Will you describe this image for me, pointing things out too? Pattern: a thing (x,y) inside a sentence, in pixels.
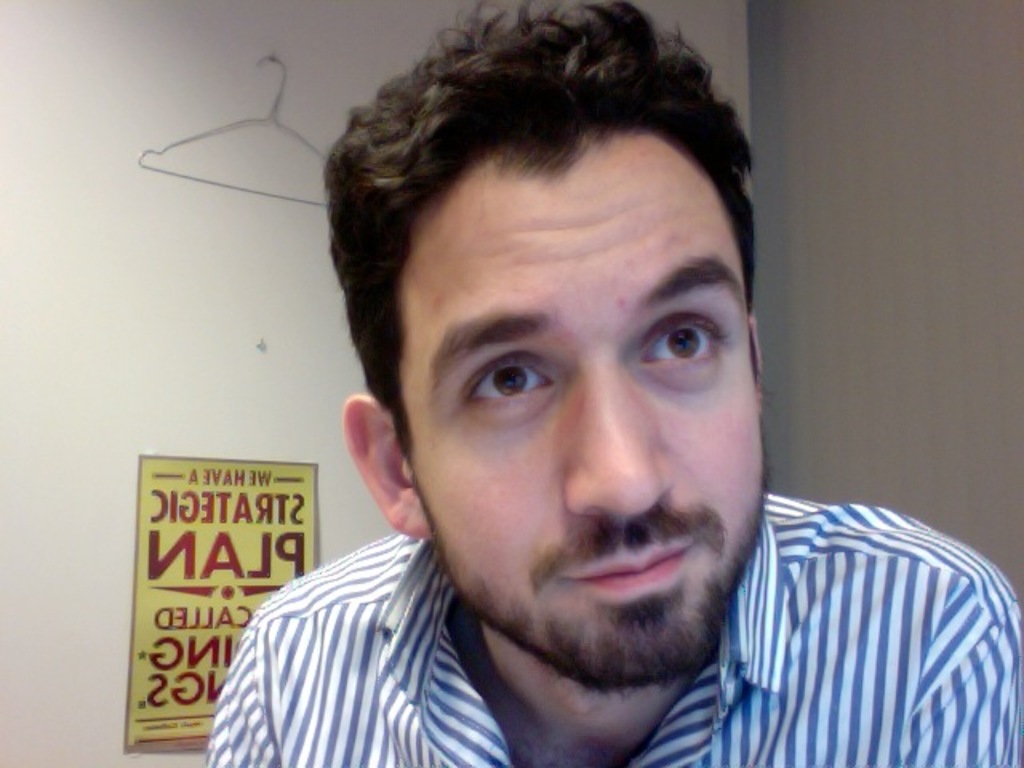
In the picture we can see a man (671,722) wearing a shirt (928,728) and with blue and white color lines (866,723) on it and he is with beard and behind him we can see a door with a hanger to it.
